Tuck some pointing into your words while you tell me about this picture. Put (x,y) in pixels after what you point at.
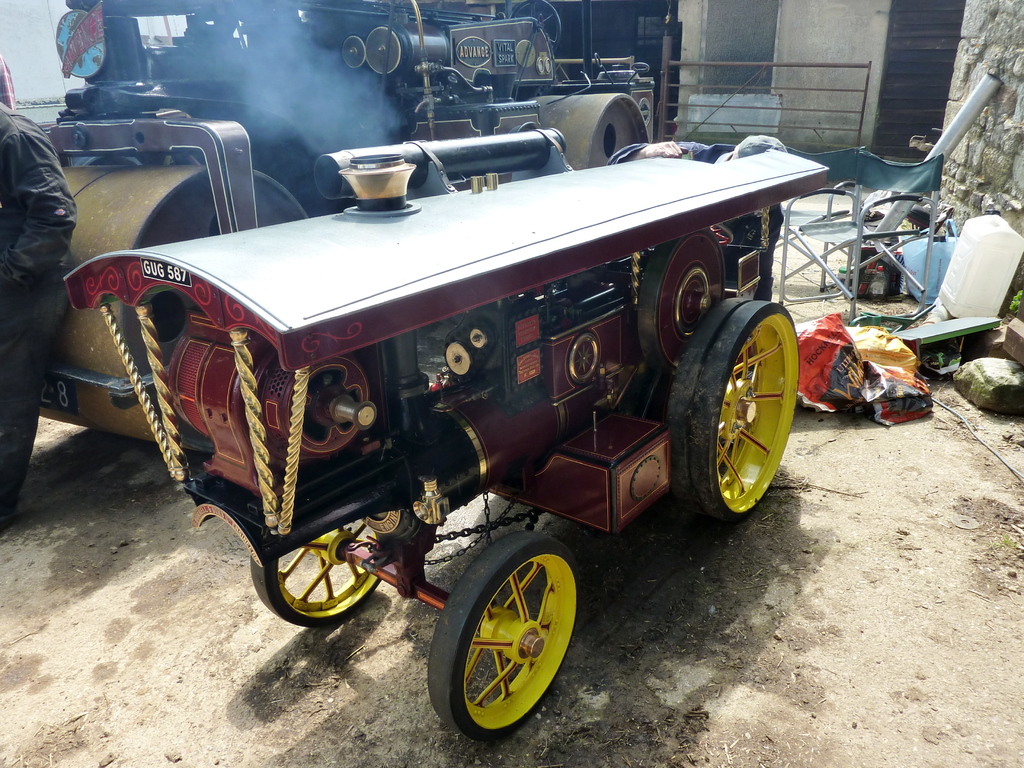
In the image i can see the vehicles (743,263), wall (1000,34), chair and some other objects (964,227).
